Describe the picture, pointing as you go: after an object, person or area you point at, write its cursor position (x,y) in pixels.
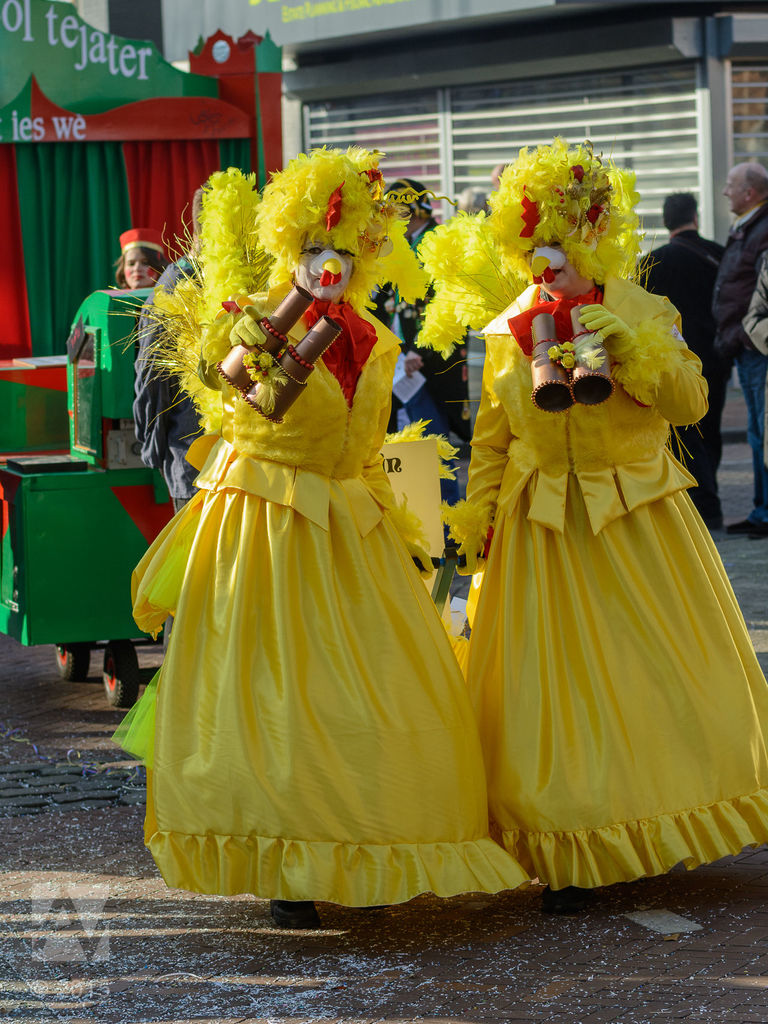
In the foreground of this picture (227,729) we can see the two persons (487,540) wearing yellow color costumes (311,526), holding some objects (262,372) and standing. In the background (762,233) we can see the group of persons (741,220) and a green color vehicle (102,549), curtains (190,158), window blind (491,132), text (124,66) and some other objects (394,49).
